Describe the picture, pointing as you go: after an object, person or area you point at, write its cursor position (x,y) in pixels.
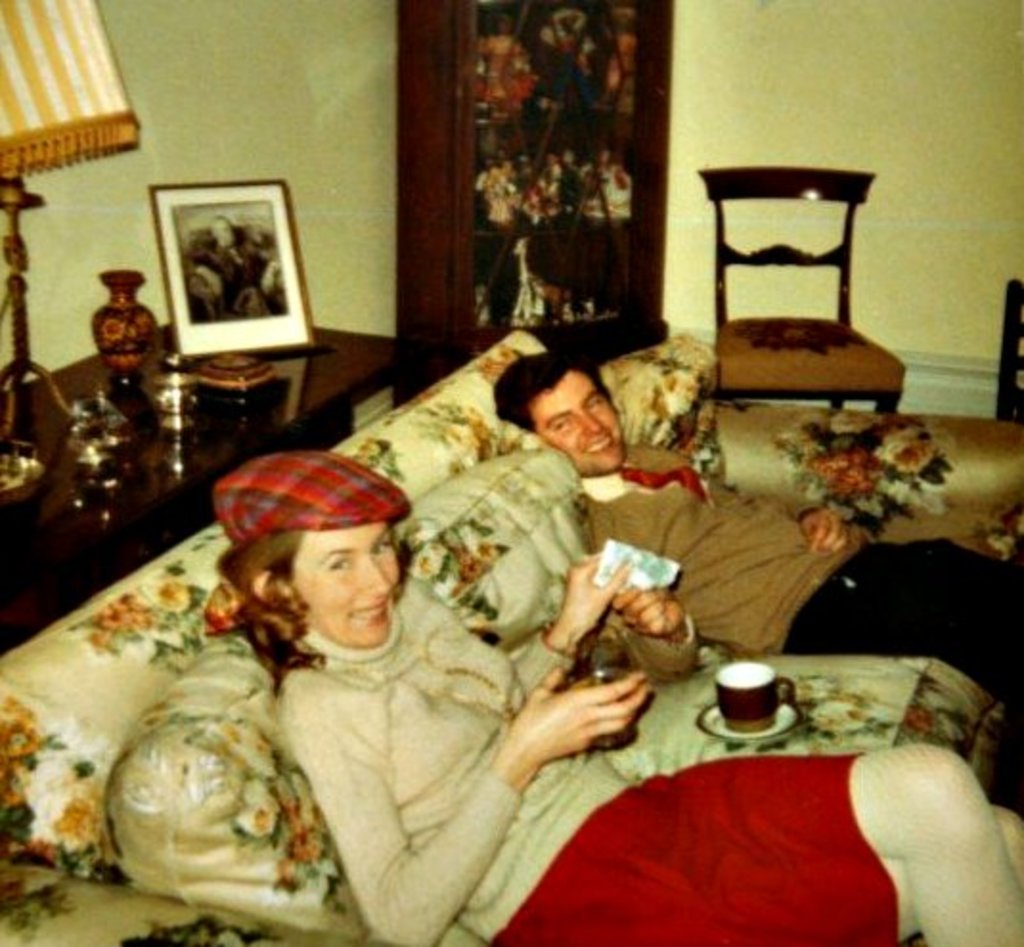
In this picture there is a man (515,382) and a woman (875,822) they both are sitting on a sofa (962,492) and there is a chair (826,367) at the right side of the image (819,183) and there is a desk (59,426) at the left side of the image (180,192) with a photograph (198,184) and a lamp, the woman (228,503) and a man (910,595) they both are holding a packet (660,570) in their hands (589,624).
